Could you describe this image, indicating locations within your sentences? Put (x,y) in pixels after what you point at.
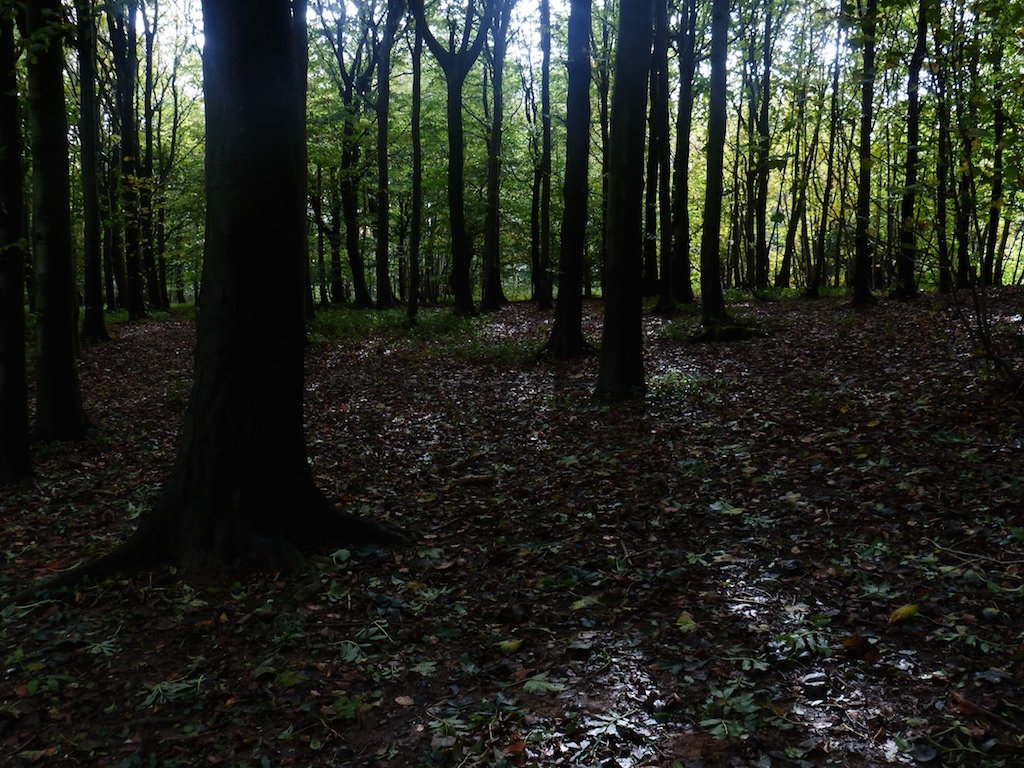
In this image, there are a few trees (18,354). We can see the ground (426,386). We can see some grass (532,346) and the sky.
